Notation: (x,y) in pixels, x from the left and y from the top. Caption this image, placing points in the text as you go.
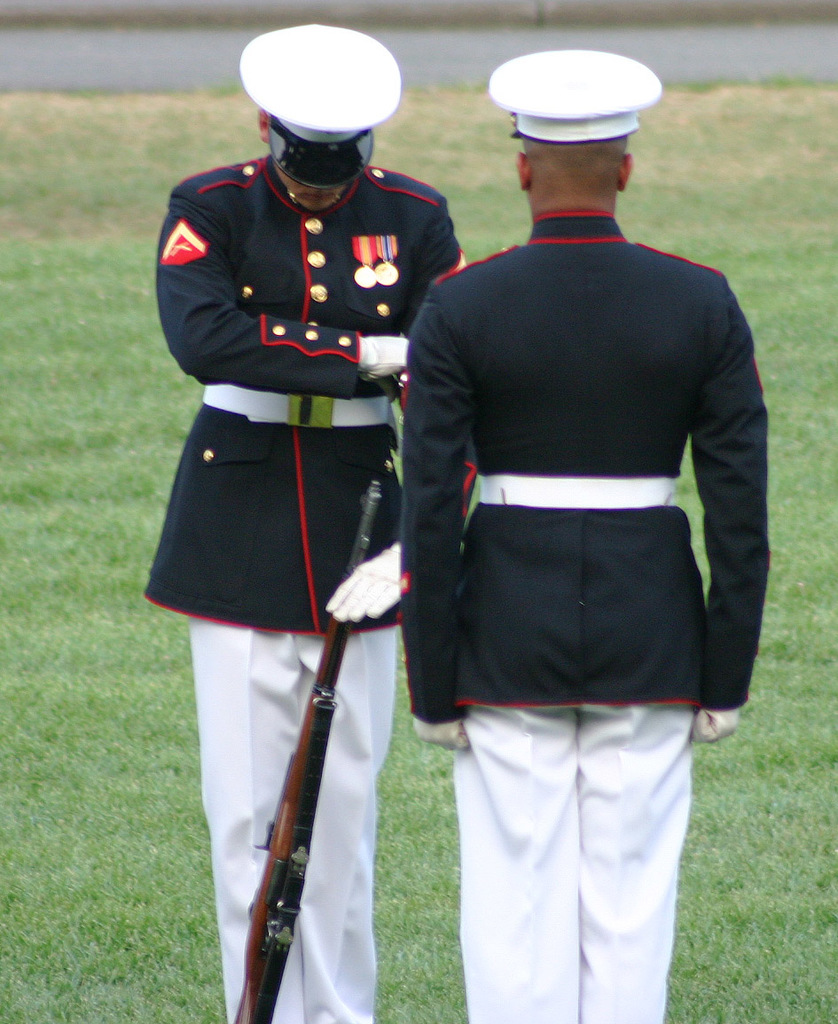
In the picture I can see two men (403,541) are standing and wearing uniforms (184,578) and white color hat (523,112). The man (321,330) on the left side (266,370) is holding a gun (281,846). In the background (131,276) I can see the grass (79,416).
